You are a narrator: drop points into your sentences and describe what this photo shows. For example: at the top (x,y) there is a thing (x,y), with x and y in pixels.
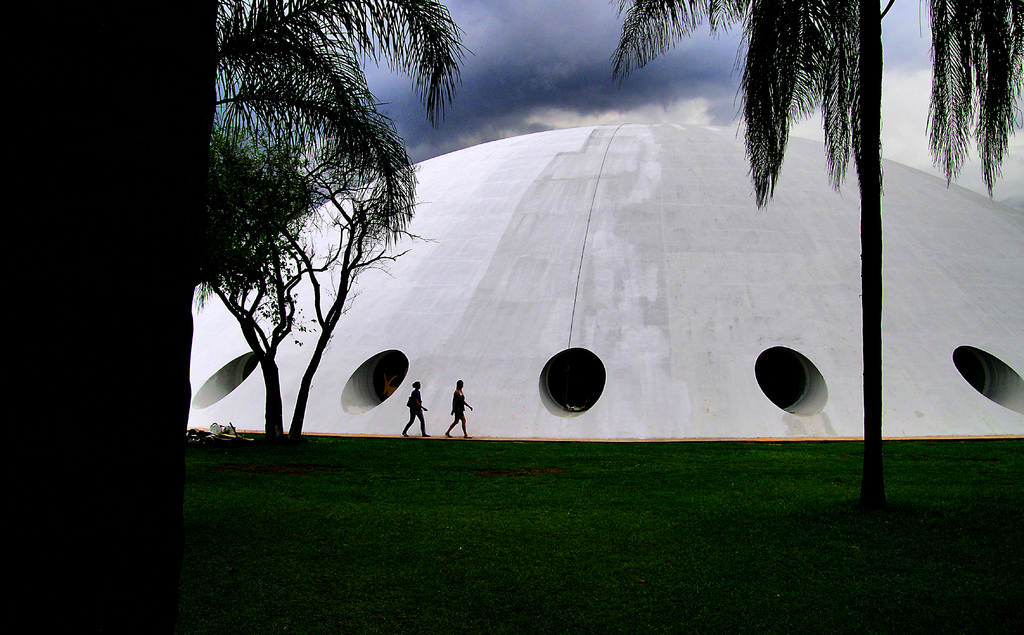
In this image we can see two persons (457,395) walking at the background of the image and there is a building (525,271) which is in the shape of circle and at the top of the image (530,66) there is cloudy sky (503,87) and at the foreground of the image (585,582) there are some trees (76,236) and lawn (436,544).
